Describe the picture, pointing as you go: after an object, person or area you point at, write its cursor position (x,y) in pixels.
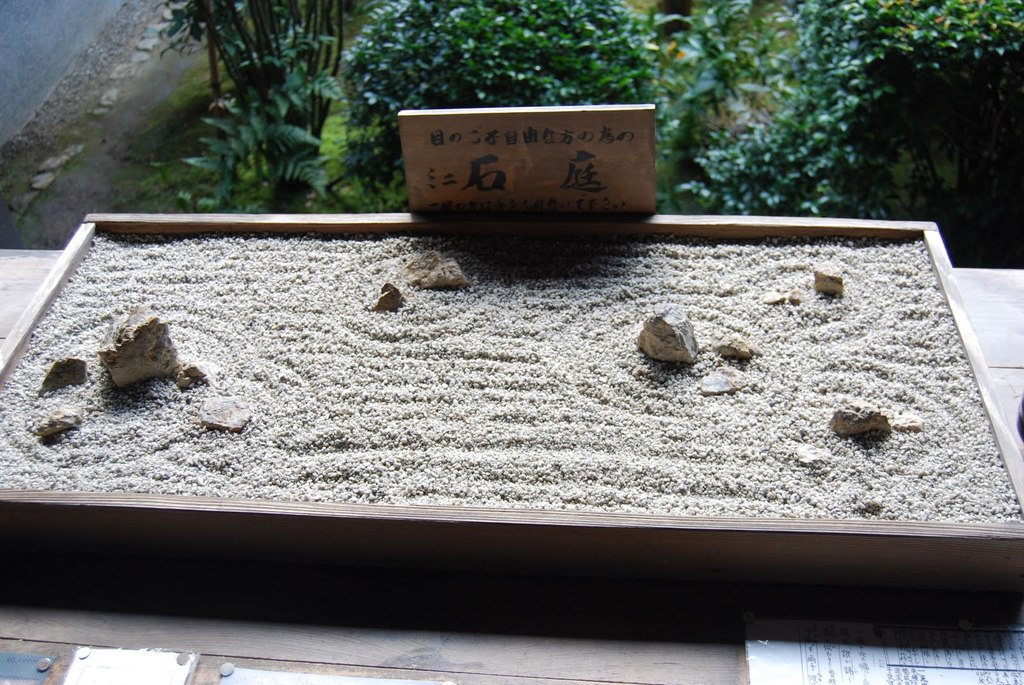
In this image we can see some sand (260,302) which is filled in the wooden box (406,354) and there are some stones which is placed on the table (989,367) and at the background of the image (315,103) there are some trees (376,65) and plants (420,43).
